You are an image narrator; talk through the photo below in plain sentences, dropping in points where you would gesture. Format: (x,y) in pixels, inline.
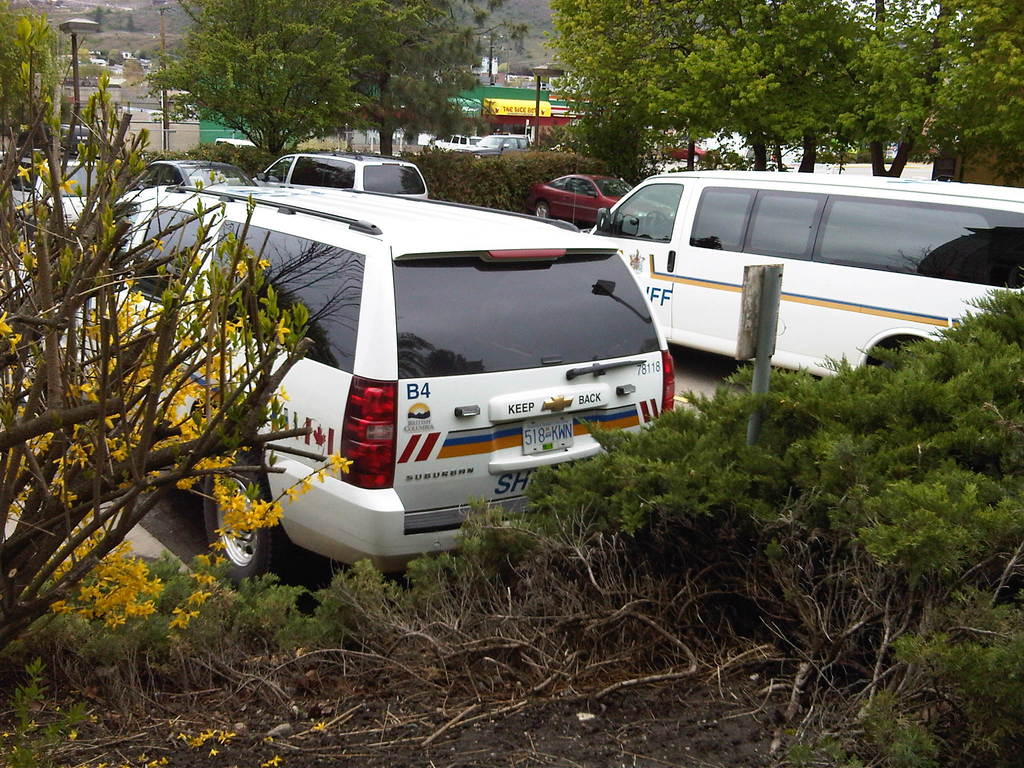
This image consists of vans (485,300) in white color. At the bottom (673,575), there are plants (894,441). To the left (123,319), there are yellow color flowers (269,523) to the plants (205,342). In the background (219,44), there are many trees (323,14).
